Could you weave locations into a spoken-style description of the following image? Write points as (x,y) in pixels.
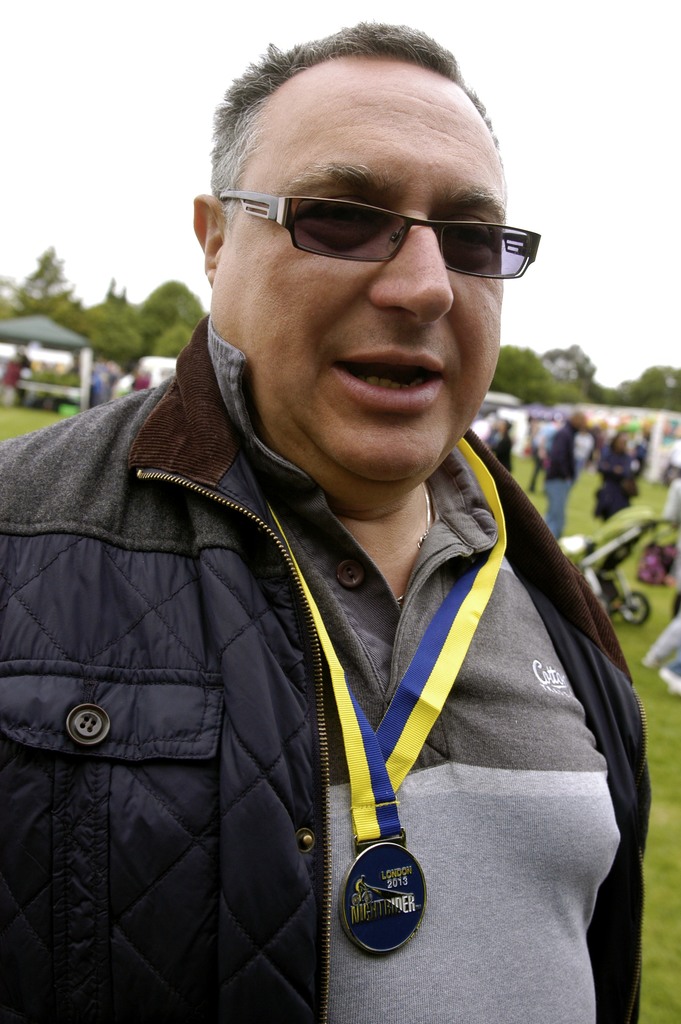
There is a man (130,499) in the center of the image (438,388) wearing glasses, there are people (550,525), stalls (490,395), grassland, trees (495,385) and sky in the background area (495,385).
